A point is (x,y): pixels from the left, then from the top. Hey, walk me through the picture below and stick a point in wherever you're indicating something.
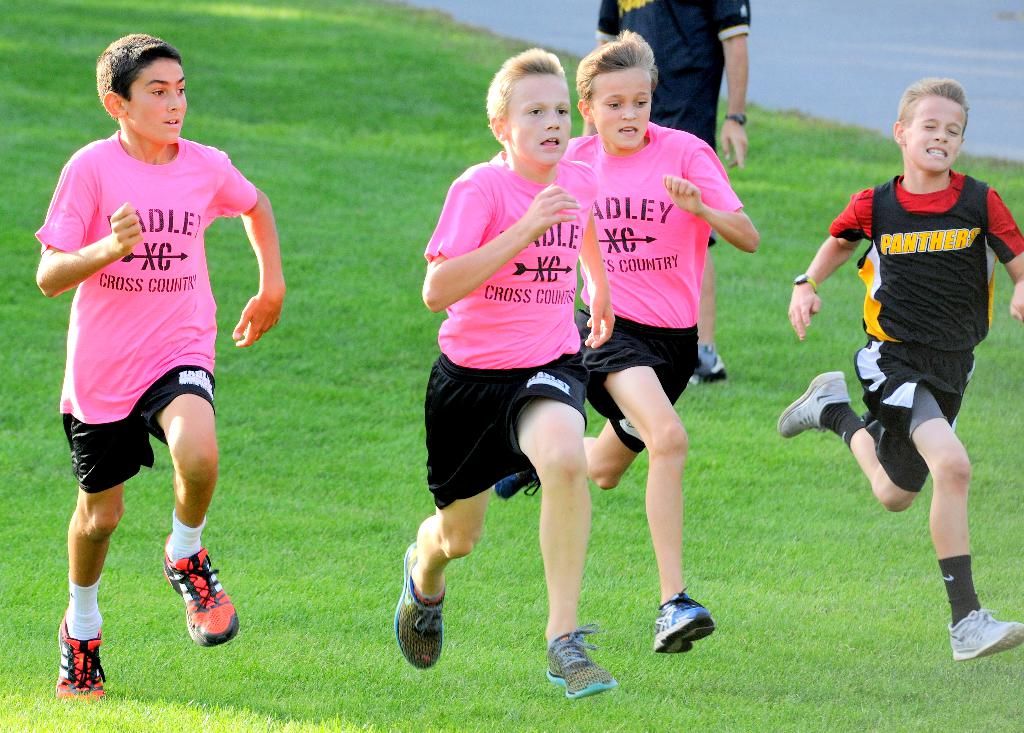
In this image we can see four persons (165,400) running on the grassy land (602,558). Behind the persons (647,211) we can see a person (685,57) standing. In the top right (832,60), we can see the road (832,60).
